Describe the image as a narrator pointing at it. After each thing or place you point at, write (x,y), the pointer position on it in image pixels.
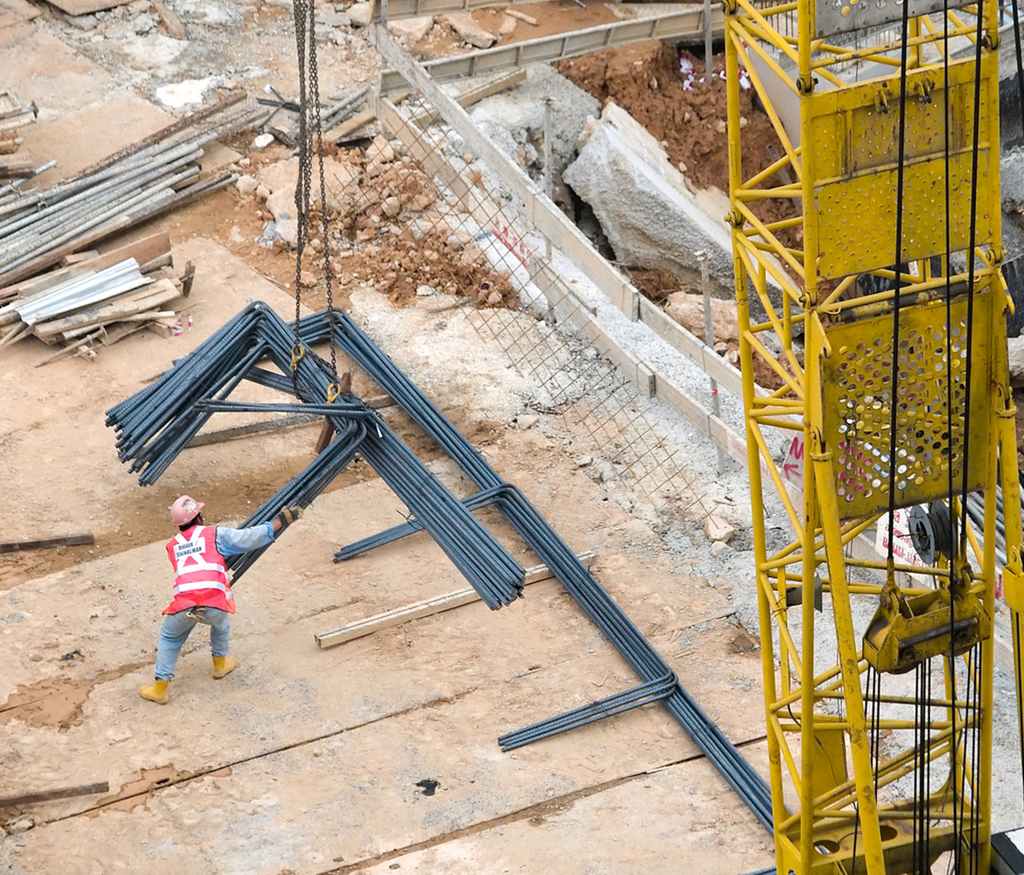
This picture shows a man (202,594) standing and holding metal rods (204,380) and we see a crane (837,580) holding the metal rods (278,334) and a man (194,527) wore a cap (200,504) on his head (180,527) and we see a wooden fence (401,53).
